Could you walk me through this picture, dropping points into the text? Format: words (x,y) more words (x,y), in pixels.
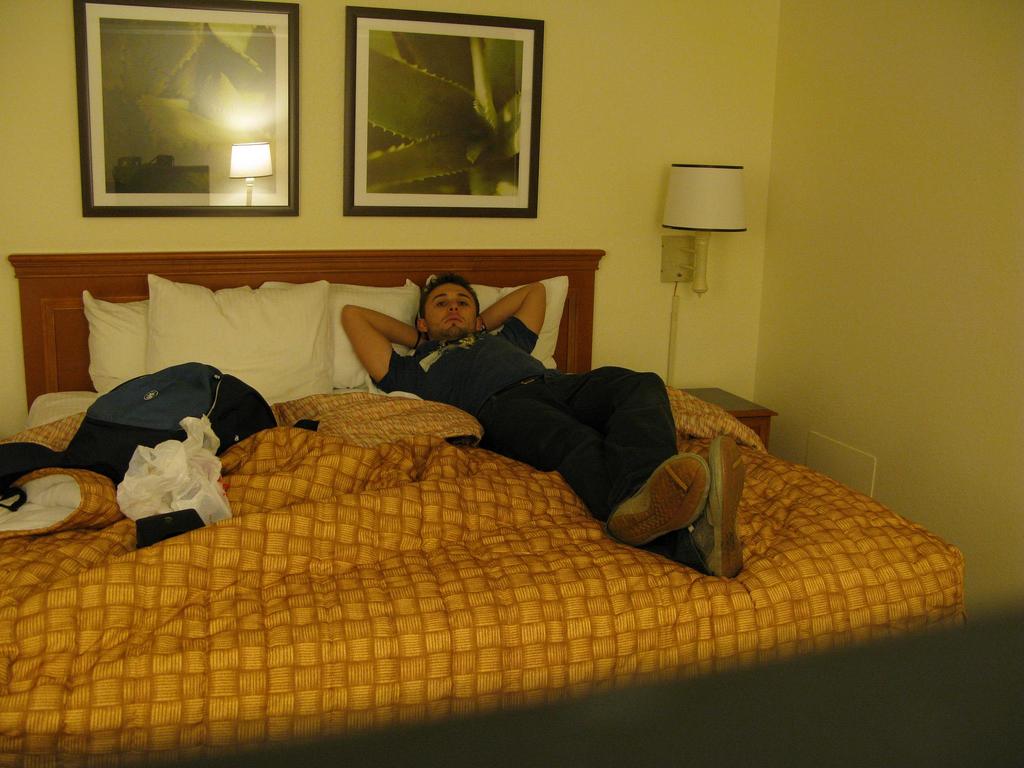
This image is clicked in a bedroom. There is a man (573,433) lying on the bed (224,615). In the background (262,36) there are two frames (535,177) on the wall (764,122) and a lamp (674,192) fixed to the wall (705,319). The bed sheet (397,647) is in yellow color.
